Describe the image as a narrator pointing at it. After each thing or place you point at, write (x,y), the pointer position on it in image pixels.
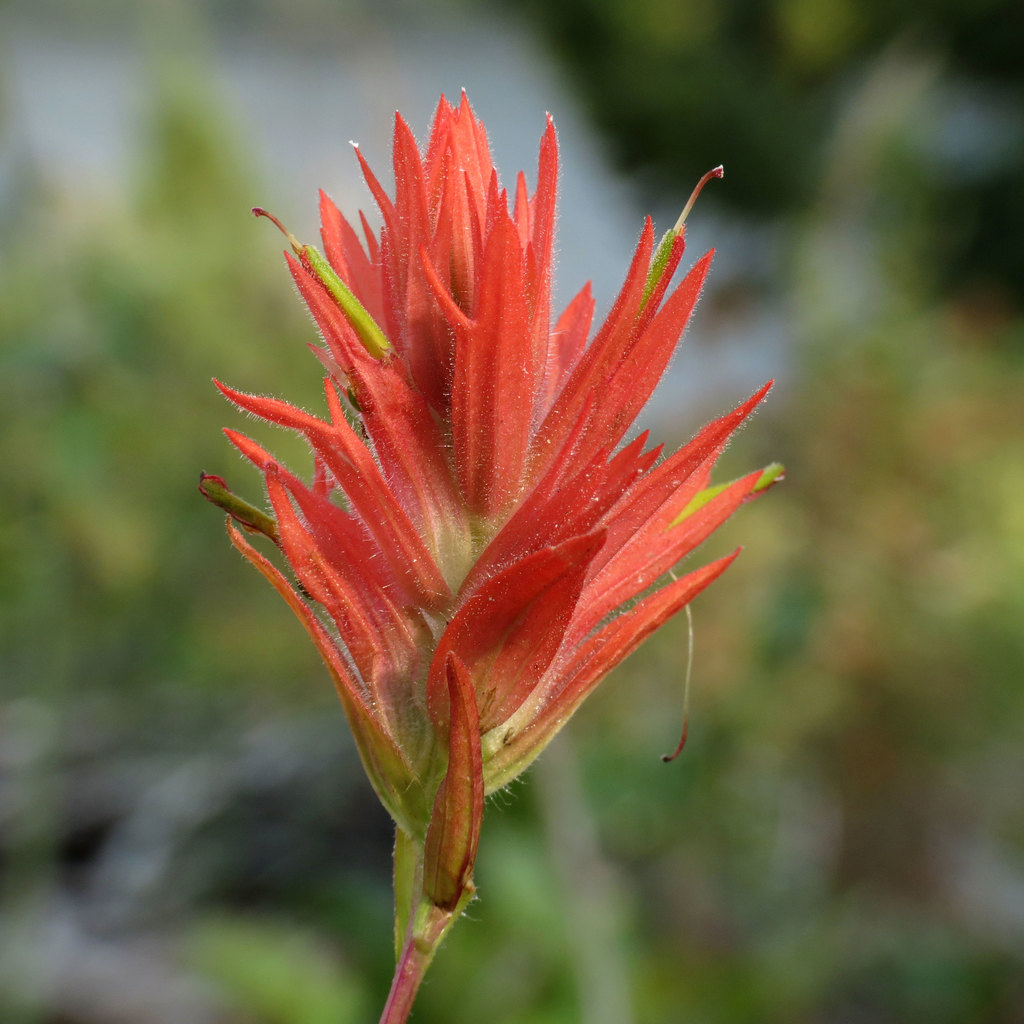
In the center of the image (579,419) we can see a flower (553,467).
